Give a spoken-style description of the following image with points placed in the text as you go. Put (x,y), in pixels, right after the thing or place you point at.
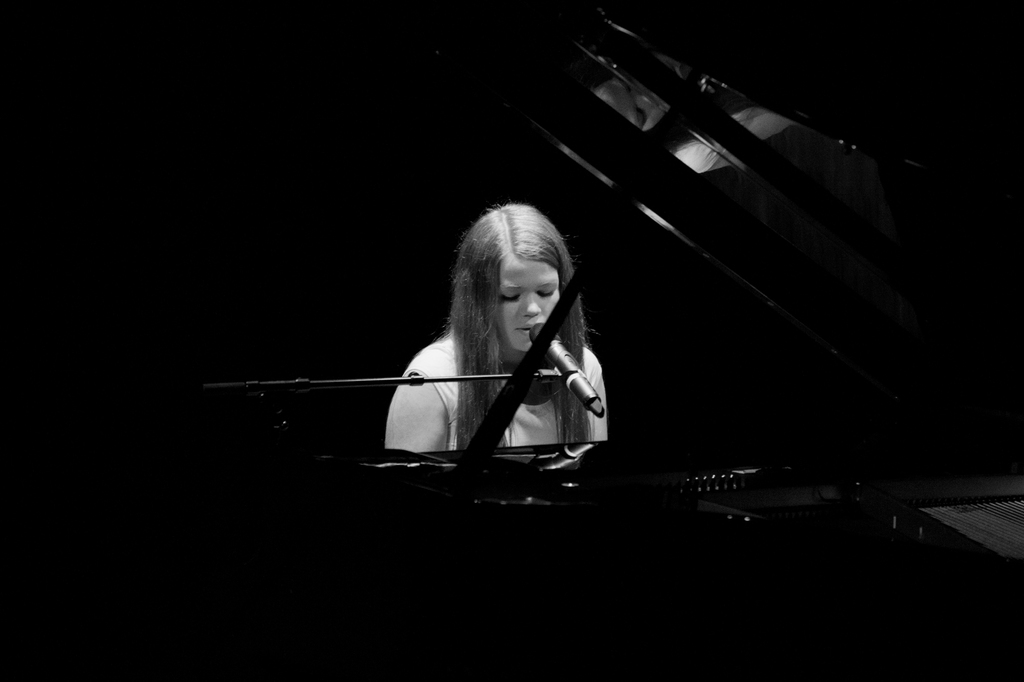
This picture is very dark, there is a woman (455,387) sitting, in front of this woman (543,245) we can see microphones (566,373) with stand (405,378) and we can see an object (584,500).
